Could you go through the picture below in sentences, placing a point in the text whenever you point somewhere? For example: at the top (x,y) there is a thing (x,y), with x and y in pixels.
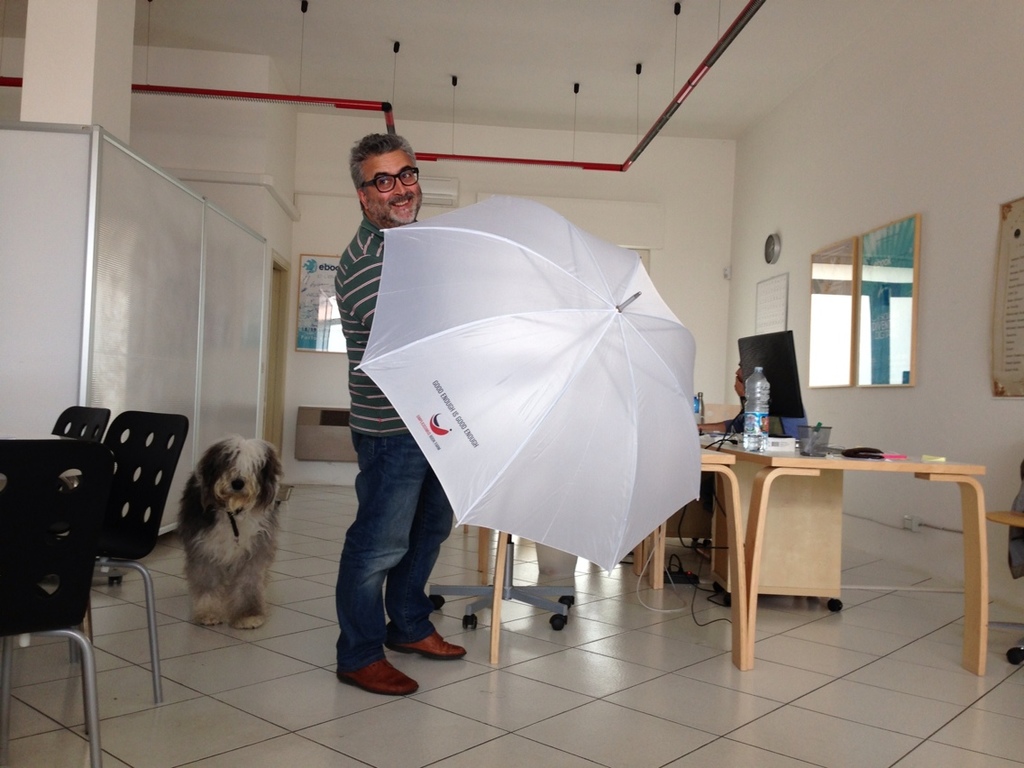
There is one man (391,431) standing and holding an umbrella (441,408) in the middle of this image (395,487). We can see chairs (137,524), dogs (241,505) in the middle of this image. There are objects (789,399) kept on the table (723,471) and a mirror (833,382) on the wall (953,373) is on the right side of this image (882,363). There is a floor (594,653) at the bottom of this image (543,716).
